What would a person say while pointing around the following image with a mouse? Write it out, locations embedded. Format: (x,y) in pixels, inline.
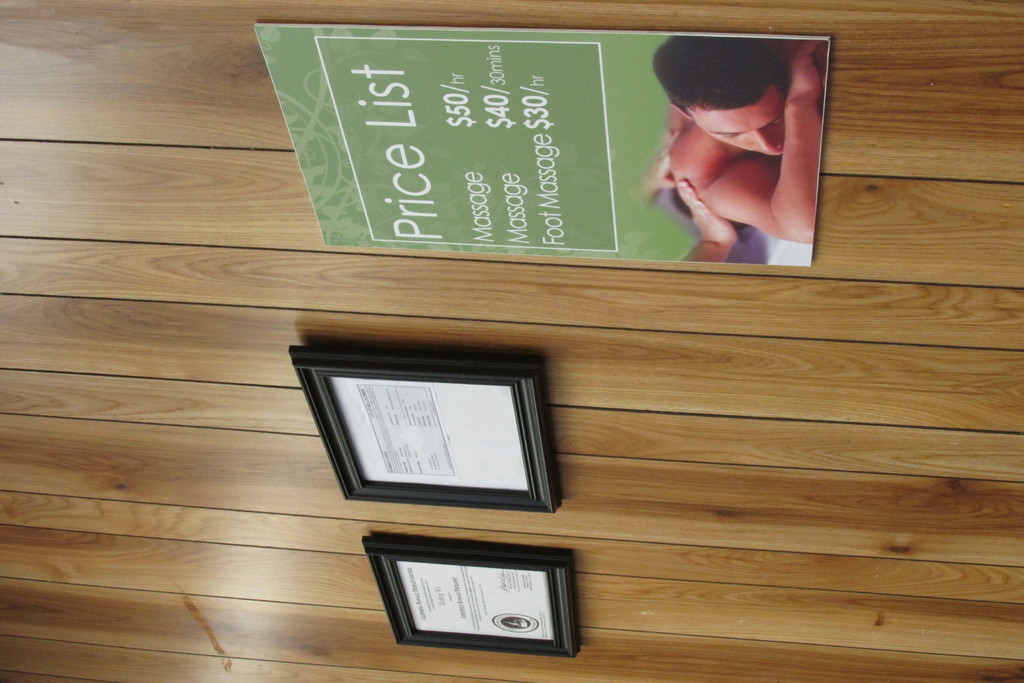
In this picture we can see certificates frames (484,591), poster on a wooden wall (704,285) and this poster (719,246) we can see a person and some text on it.
